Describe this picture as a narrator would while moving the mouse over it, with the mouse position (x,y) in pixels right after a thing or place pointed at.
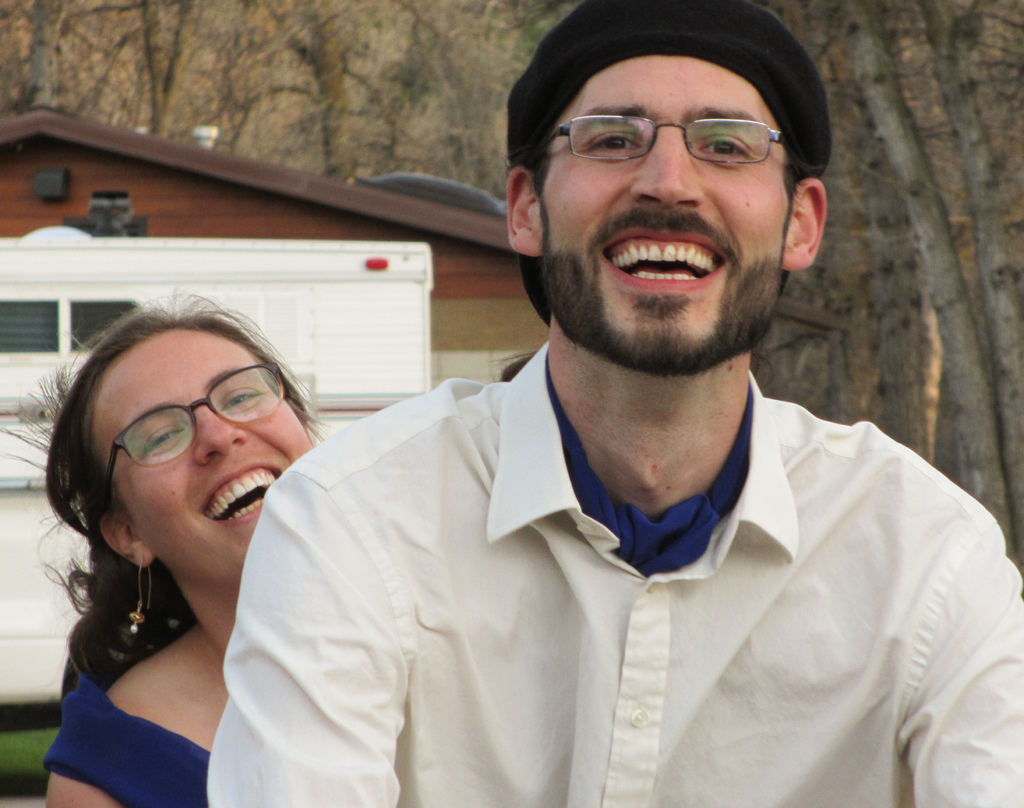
In this image we can see one man (436,636) and woman (174,674) are laughing. The man (844,467) is wearing a white color shirt (611,674) and woman (170,784) is wearing blue color dress (166,763). Behind the wooden house (454,282) and trees (914,225) are there.
